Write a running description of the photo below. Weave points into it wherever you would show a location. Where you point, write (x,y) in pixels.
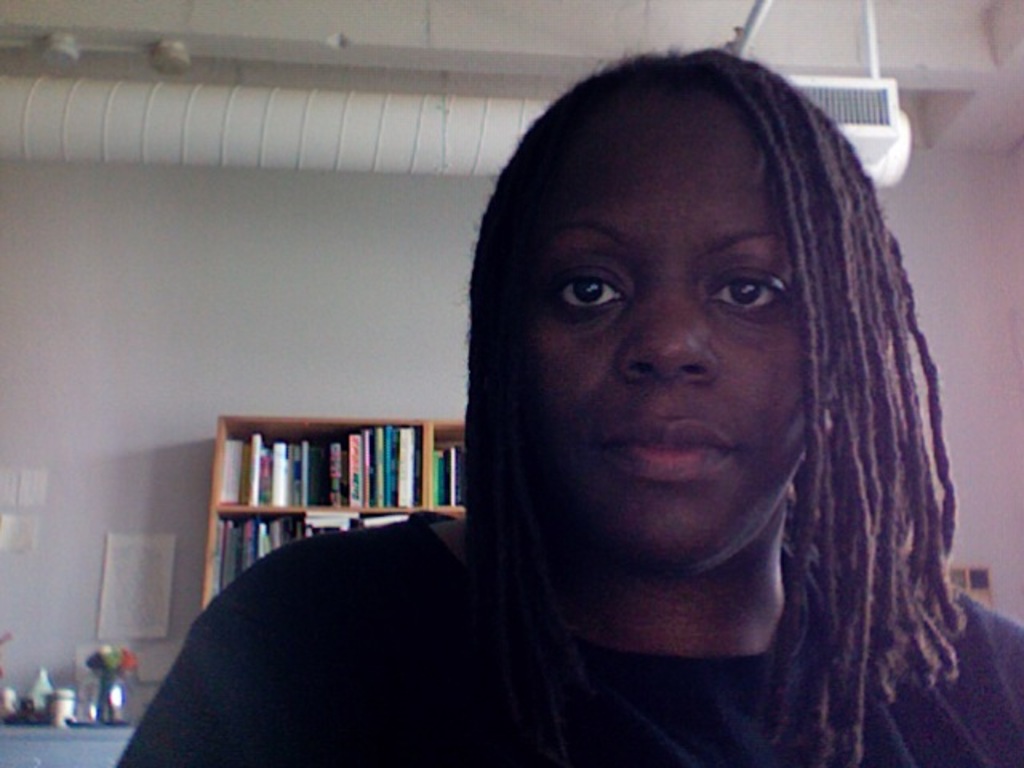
In this image we can see a woman (619,451), behind her we can see a cupboard (256,429) with some books (242,446), on the left side of the image (21,733) it looks a table (68,738) with some objects (64,697) on it, in the background (180,245) we can see the wall (342,207), at the top of the image (343,103) we can see the AC (16,78).
